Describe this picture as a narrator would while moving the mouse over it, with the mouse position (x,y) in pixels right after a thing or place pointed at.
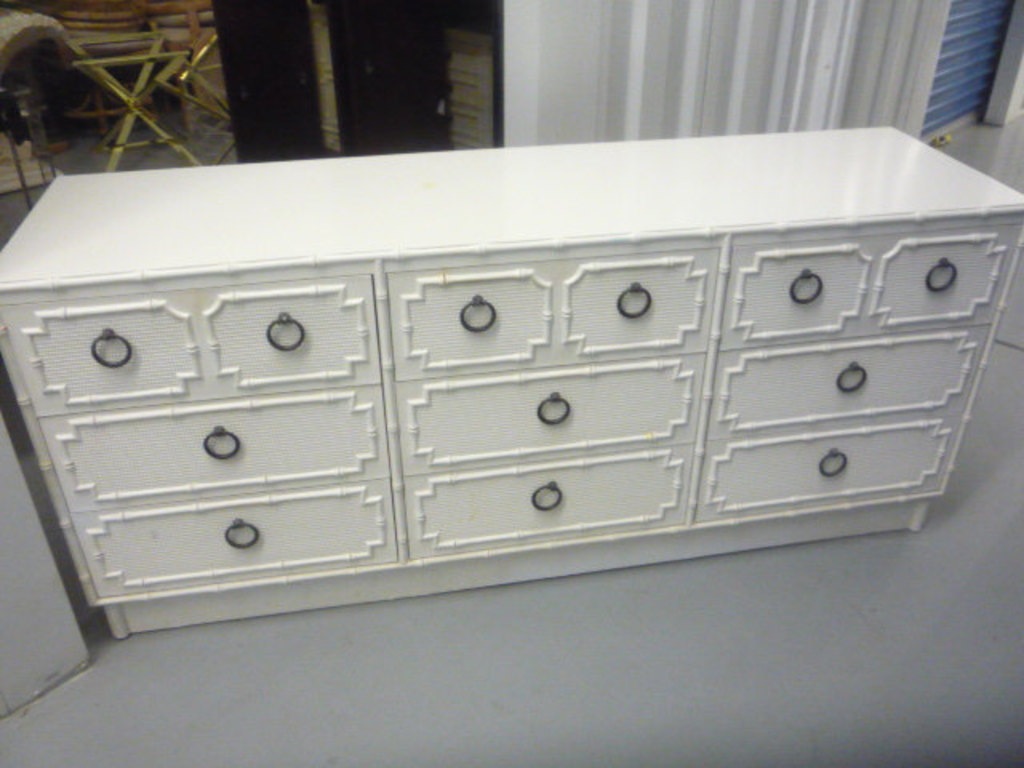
As we can see in the image there are cupboards (611,312), a wall (602,141) and on the right side (958,47) there is rolling shutter (946,34).
